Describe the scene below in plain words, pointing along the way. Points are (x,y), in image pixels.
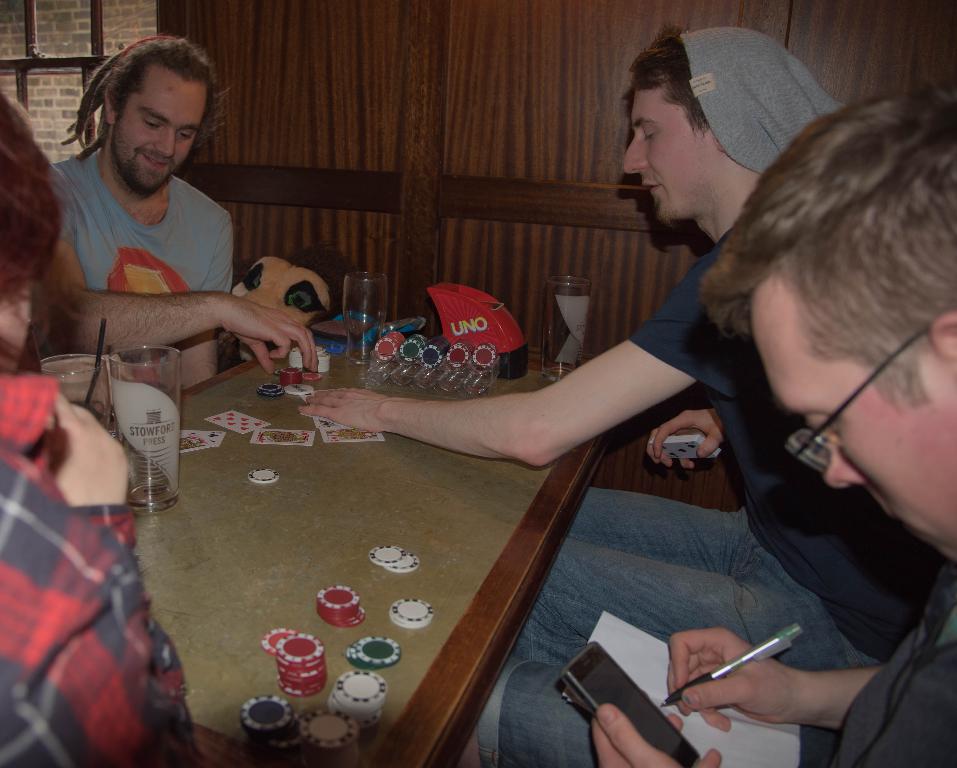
In this picture there are few people (131,265) sitting and playing poker. In the middle (339,487) there is a table (321,498) and on it there are glasses (143,398), straws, poker chips (414,348) and Uno board (500,318). In the background (481,278) there is a wooden wall (412,81). To the extreme right corner of the image (905,697) there is a man (867,718) writing on paper (651,666) and holding mobile phone (631,708) in his hand (638,734).
